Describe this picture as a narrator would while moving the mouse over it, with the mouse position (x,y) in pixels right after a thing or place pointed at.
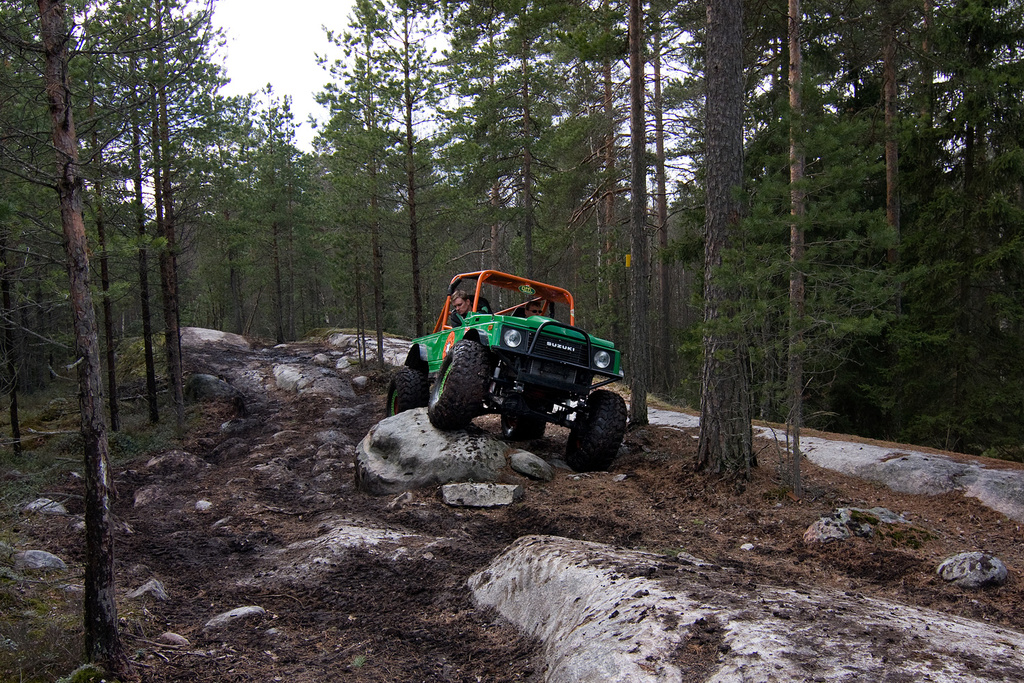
In this picture we can see two people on a vehicle (574,430). There are few rocks (482,451) and some trees (430,157) in the background (983,401).
